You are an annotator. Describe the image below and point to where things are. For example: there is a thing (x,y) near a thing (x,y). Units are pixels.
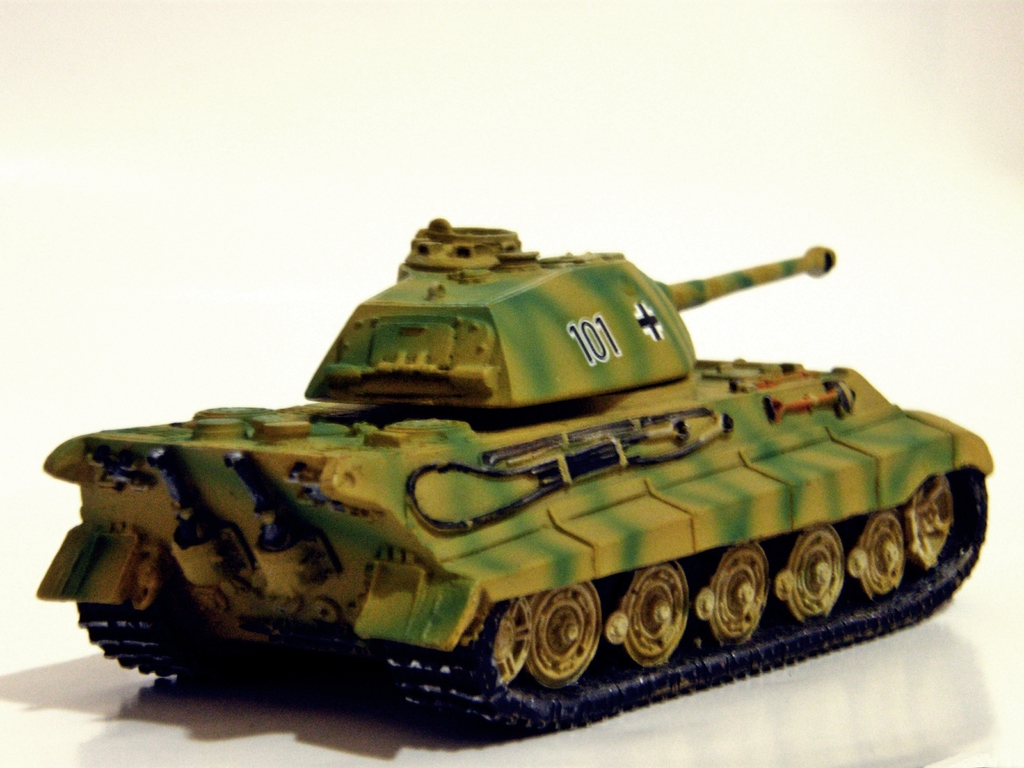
In the foreground of this image (622,549), there is a toy tank (571,531) on a white surface (186,737) with white background (180,229).
